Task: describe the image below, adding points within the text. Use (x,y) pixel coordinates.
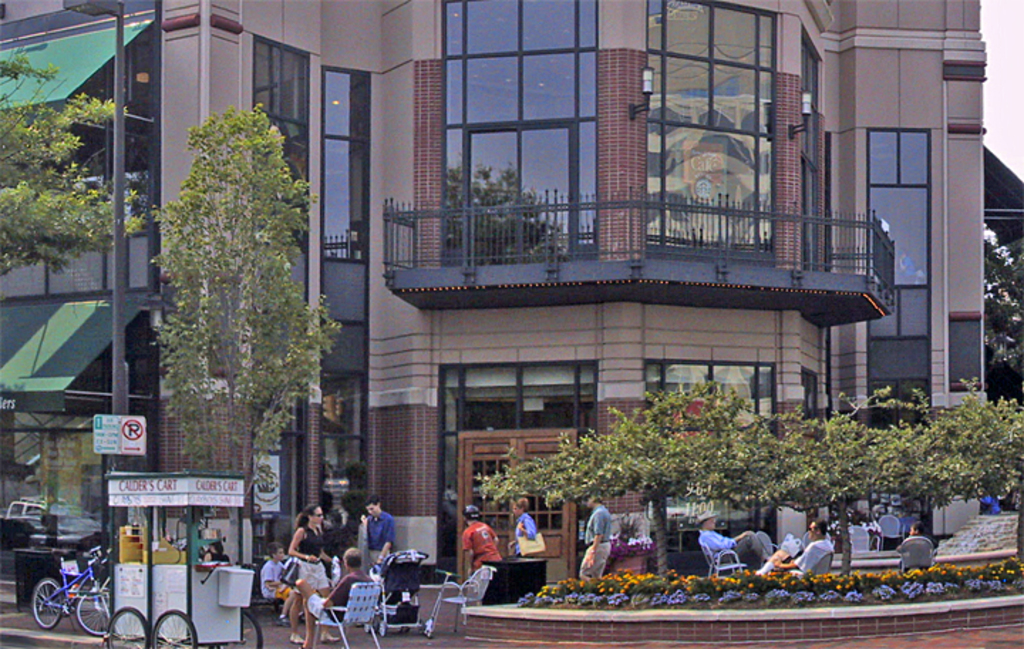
In this image I see the building (425,268) and I see glasses (736,42) on it and I see people (316,575) over here in which few of them are sitting and rest of them are standing and I see a cycle (102,600) over here. I can also see the trees (224,259) and plants (790,587) over here and I see the pole (107,473) on which there are 2 boards (116,419) and I see a stall (147,552) over here.
